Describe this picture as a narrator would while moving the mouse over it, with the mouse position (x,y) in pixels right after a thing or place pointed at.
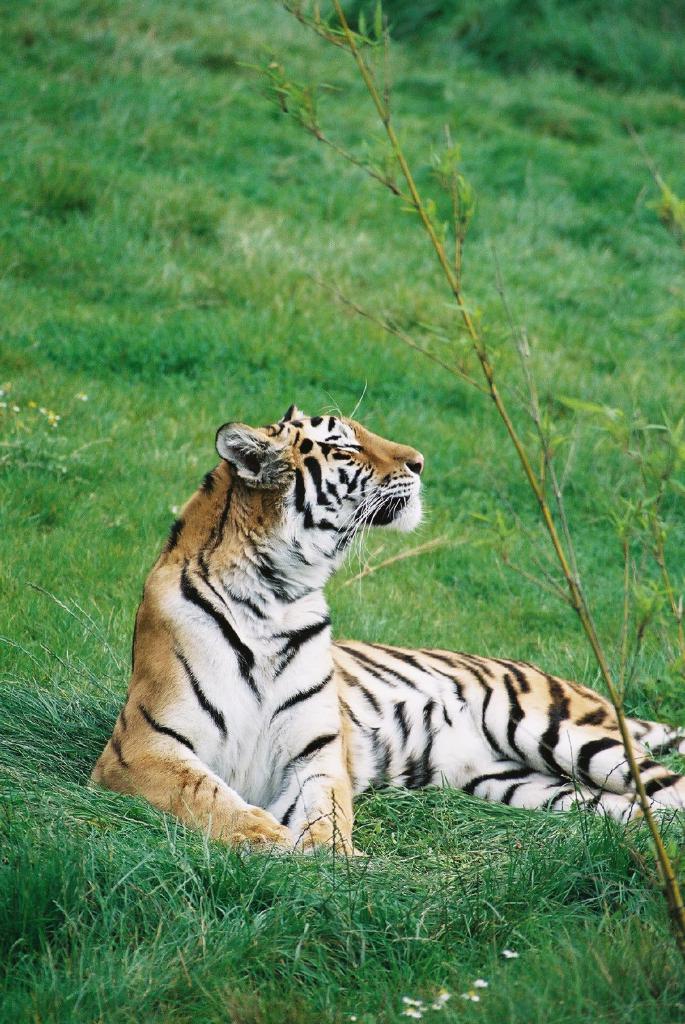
In the center of the image (243,515) there is a tiger (286,685). At the bottom of the image (265,936) there is grass (125,917).
